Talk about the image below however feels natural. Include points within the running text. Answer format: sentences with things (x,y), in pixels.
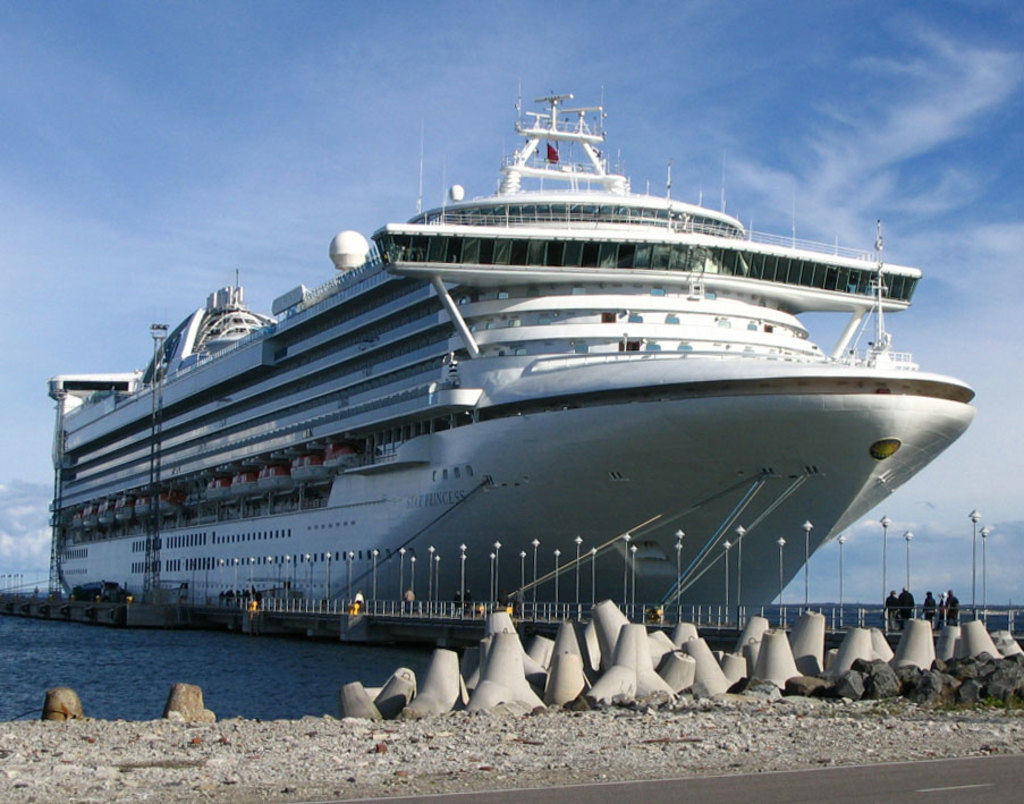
In this picture we can see big ship (461,294) on the water (325,668), beside that we can see a bridge (488,601). On the bridge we can see fencing (223,602), street lights (270,560), poles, car (113,594) and peoples (900,604). On the bottom (1003,668) we can see stones (582,659) near to the road (753,793). At the top (552,95) we can see sky (428,61) and clouds (920,566).
